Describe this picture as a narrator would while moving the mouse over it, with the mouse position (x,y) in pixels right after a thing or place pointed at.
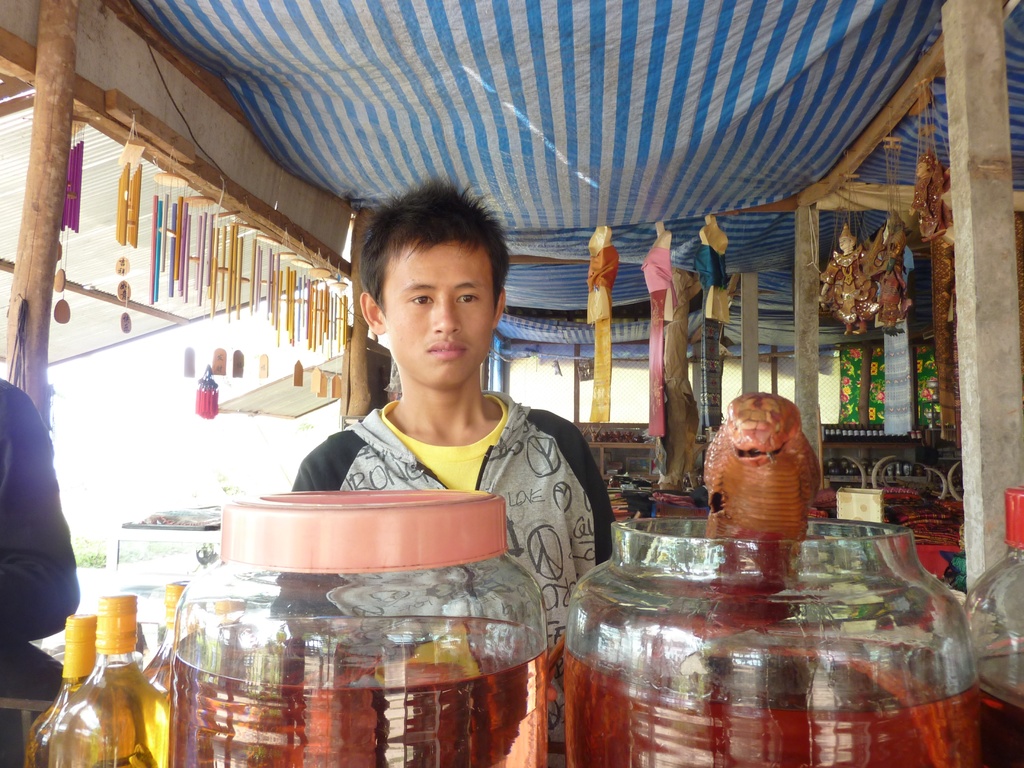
In this image in front (127,725) there are jars (945,642), bottles (159,709) and there is a person (466,258) standing under the tent (775,52).
